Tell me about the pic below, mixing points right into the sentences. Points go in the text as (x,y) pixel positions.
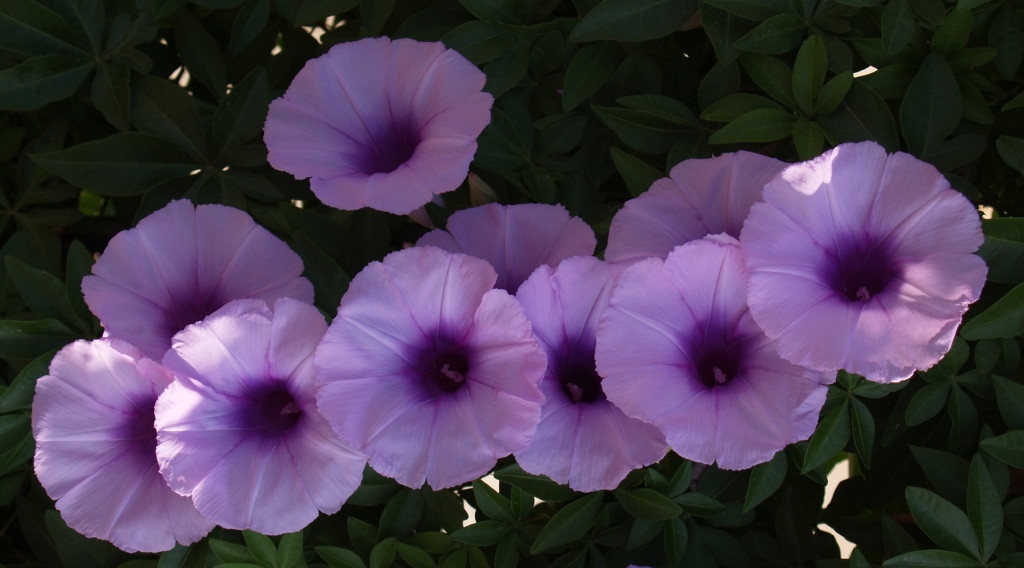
Here we can see a plant (389,193) with flowers (936,219).
